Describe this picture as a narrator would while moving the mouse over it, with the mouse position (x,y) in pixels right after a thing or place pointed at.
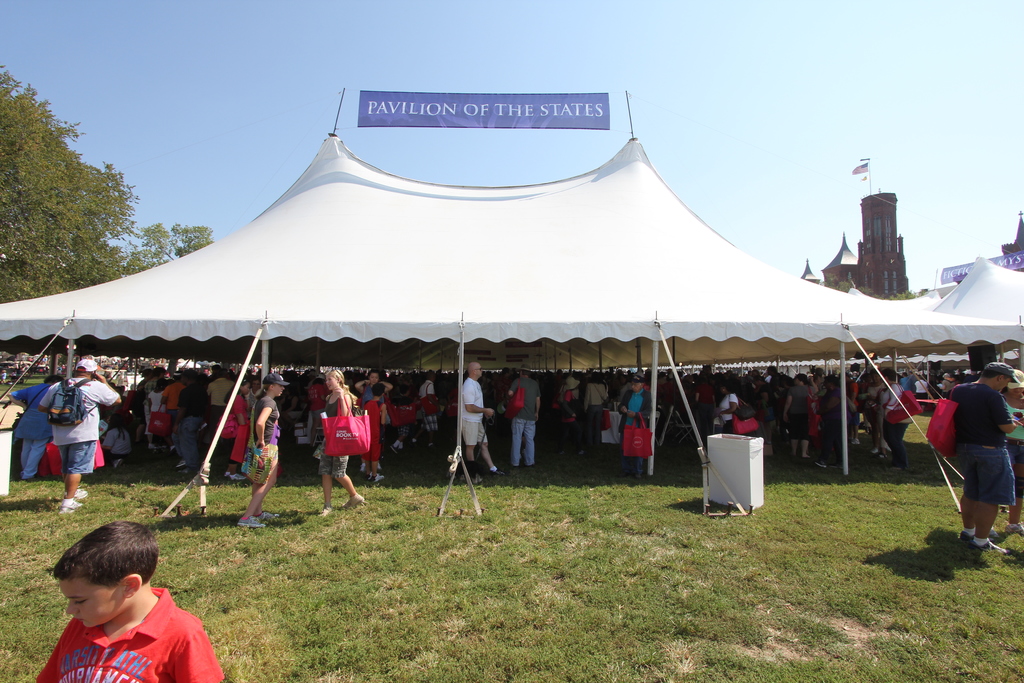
This is an outside view. Here I can see a crowd of people (319,414) standing under the tent (316,333). I can see the grass (511,604) on the ground (517,583). At the top of the tent (353,220) there is a blue color board (476,112) on which I can see some text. In the background (865,243) there are some buildings (871,251). On the left side (48,209) there are some trees (66,209). At the top of the image (176,73) I can see the sky (384,38). In the bottom left (121,615) there is a boy (141,652) wearing a red color t-shirt (123,648) and looking at the downwards.
